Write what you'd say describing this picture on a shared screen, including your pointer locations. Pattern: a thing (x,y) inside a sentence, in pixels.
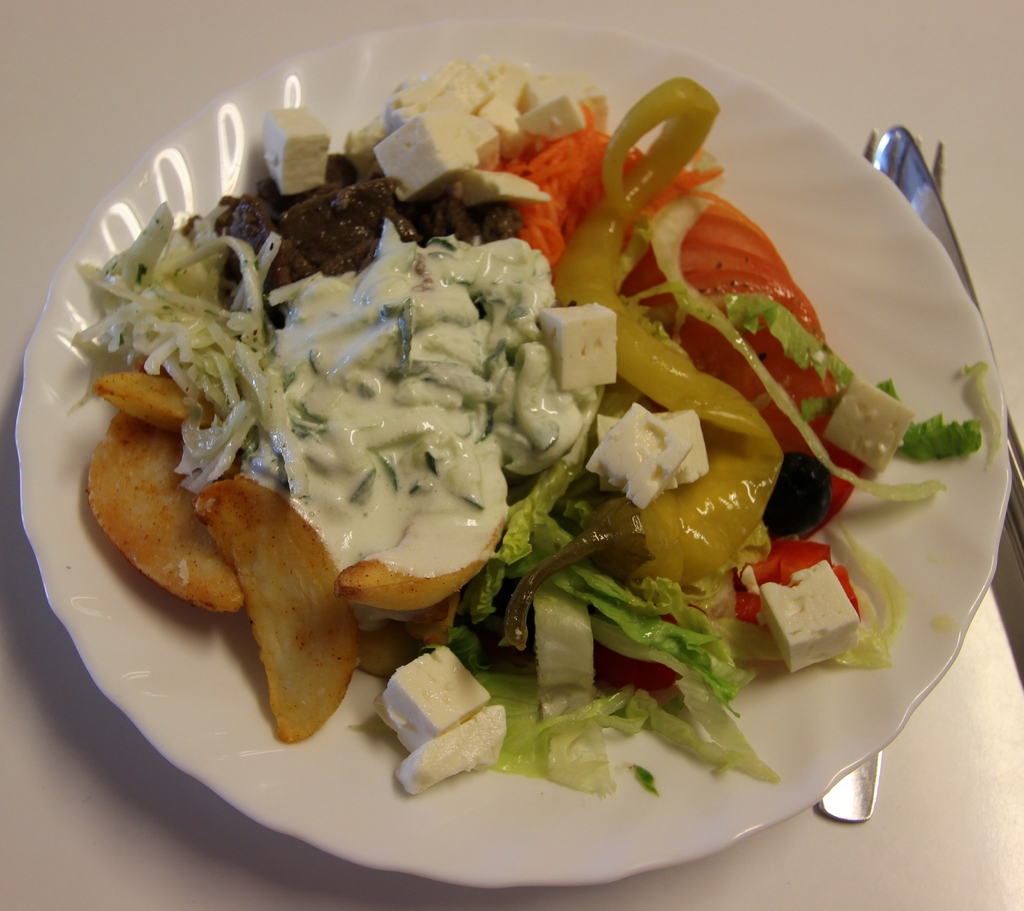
In this image we can see some food items (552,399) in the plate (935,533). In the background of the image (61,10) there are forks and a white background (934,137).
